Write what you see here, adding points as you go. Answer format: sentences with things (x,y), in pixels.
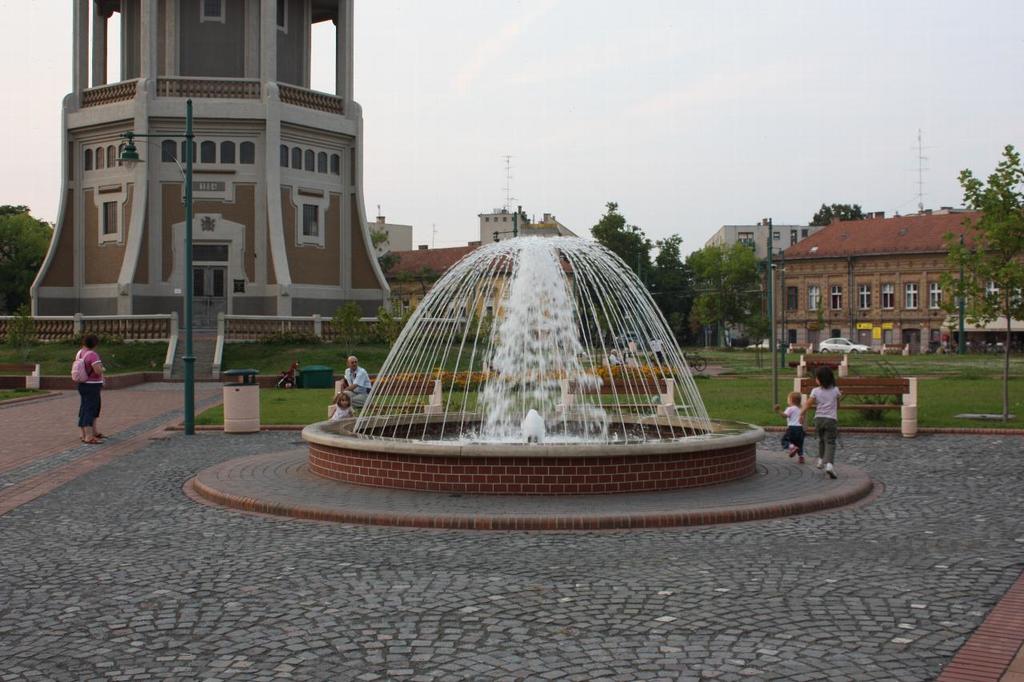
In front of the image there is a fountain (488,410). Around the fountain (653,412) there are kids (792,395) and adults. In the background of the image (344,325) there are lamp posts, benches (427,385), trash cans (250,391), cars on the road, trees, towers (163,223) and buildings (403,258).
